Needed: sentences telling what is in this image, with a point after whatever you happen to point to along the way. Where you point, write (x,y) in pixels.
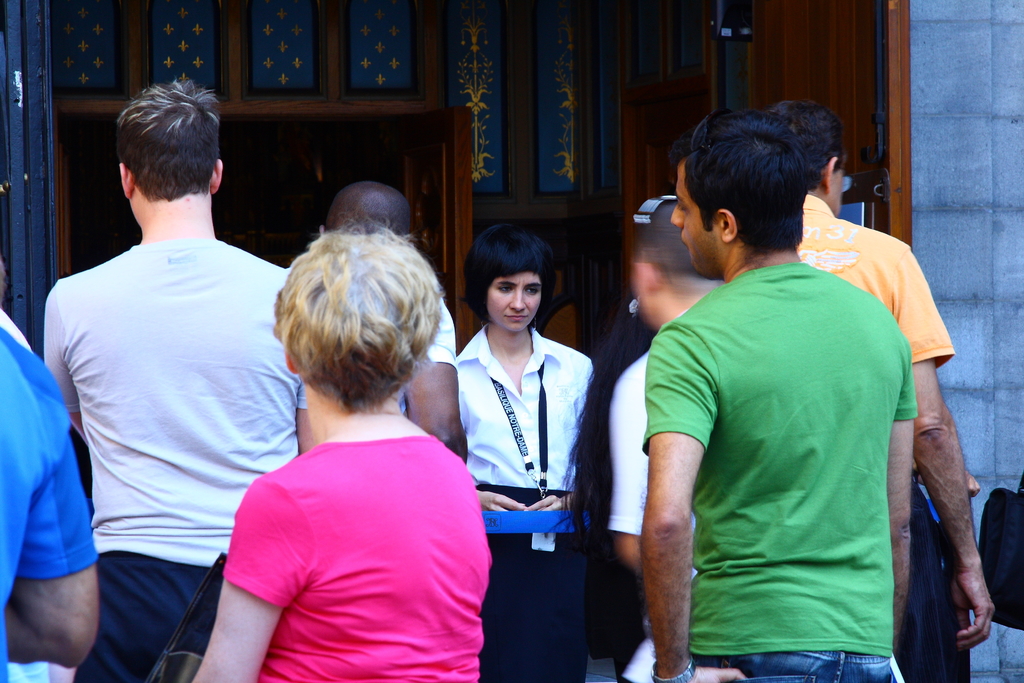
At the bottom of this image (605,467), there are persons (678,187) in different color dresses (199,397). In the background (970,14), there is a building (930,72), which is having wooden doors (665,192) and a wall (951,90).
